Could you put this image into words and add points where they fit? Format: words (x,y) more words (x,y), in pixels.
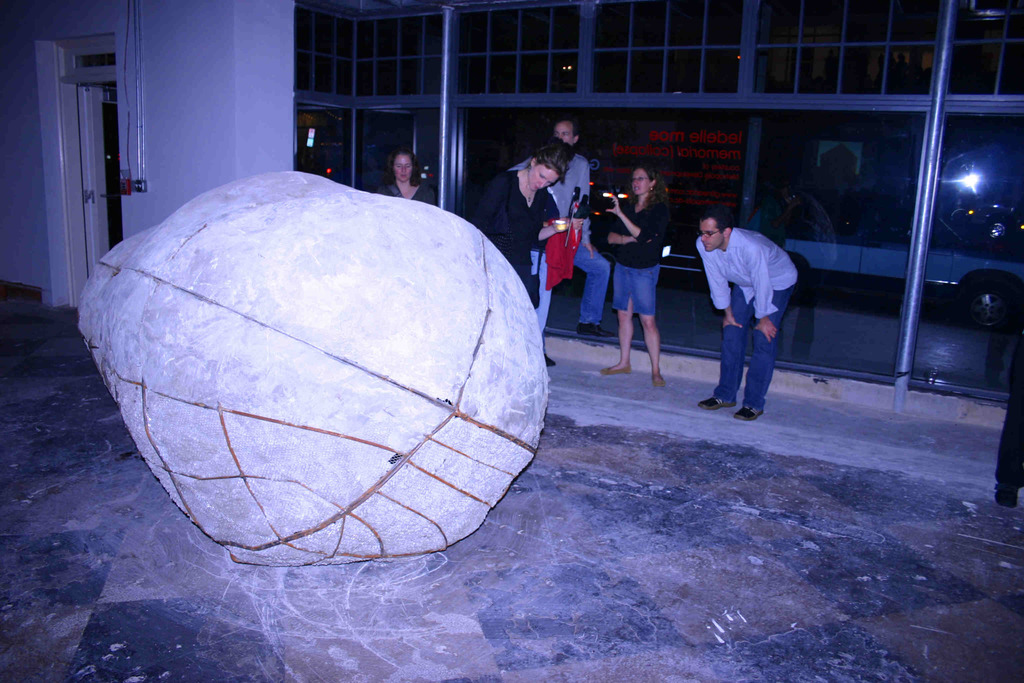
In this image we can see a few people (707,242) standing, among them some are holding the objects (579,212), in front of them, we can see an object (295,381) which looks like a rock (335,389), in the background (398,104), we can see a building (846,152) with windows (846,129) and text (703,151), also we can see a door (101,146) and a switchboard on the wall (166,142).
